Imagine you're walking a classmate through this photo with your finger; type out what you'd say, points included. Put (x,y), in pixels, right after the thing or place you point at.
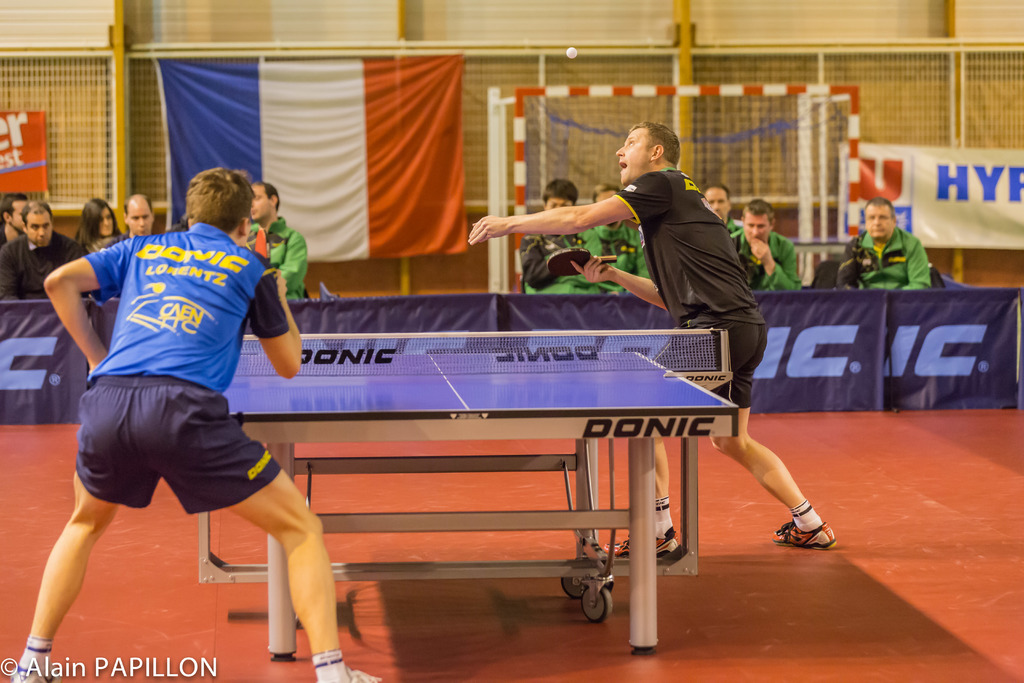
This is a table tennis (525,399). These 2 persons (673,248) are standing and holding a racket (563,268). These persons (284,258) are sitting. A flag (281,160) on wall (286,36). These are banners (947,185).
